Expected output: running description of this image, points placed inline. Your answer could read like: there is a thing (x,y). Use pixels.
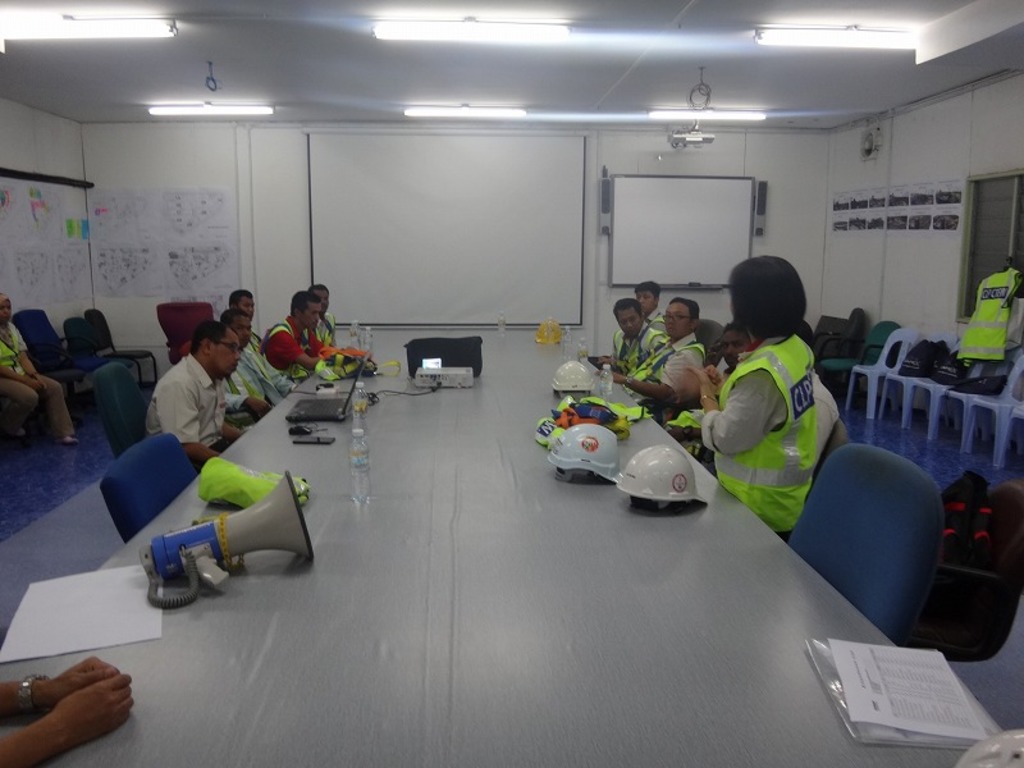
In this picture we can see a loudspeaker (150,566), paper (100,612), helmets (560,377), bottles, box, laptop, projector (446,385) and other objects (440,362) on the table (181,715). We can see a few people (323,305) sitting on the chair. A woman (722,388) is standing. We can see a few bags (907,371) on the chair (888,368). There is a jacket (965,335) hanging on a window (970,271). We can see a few sketches (60,301) on a white surface (130,207). There are projector screens (479,153). We can see some text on the wall (962,121). Some lights (768,42) are visible on top of the picture (802,38).
